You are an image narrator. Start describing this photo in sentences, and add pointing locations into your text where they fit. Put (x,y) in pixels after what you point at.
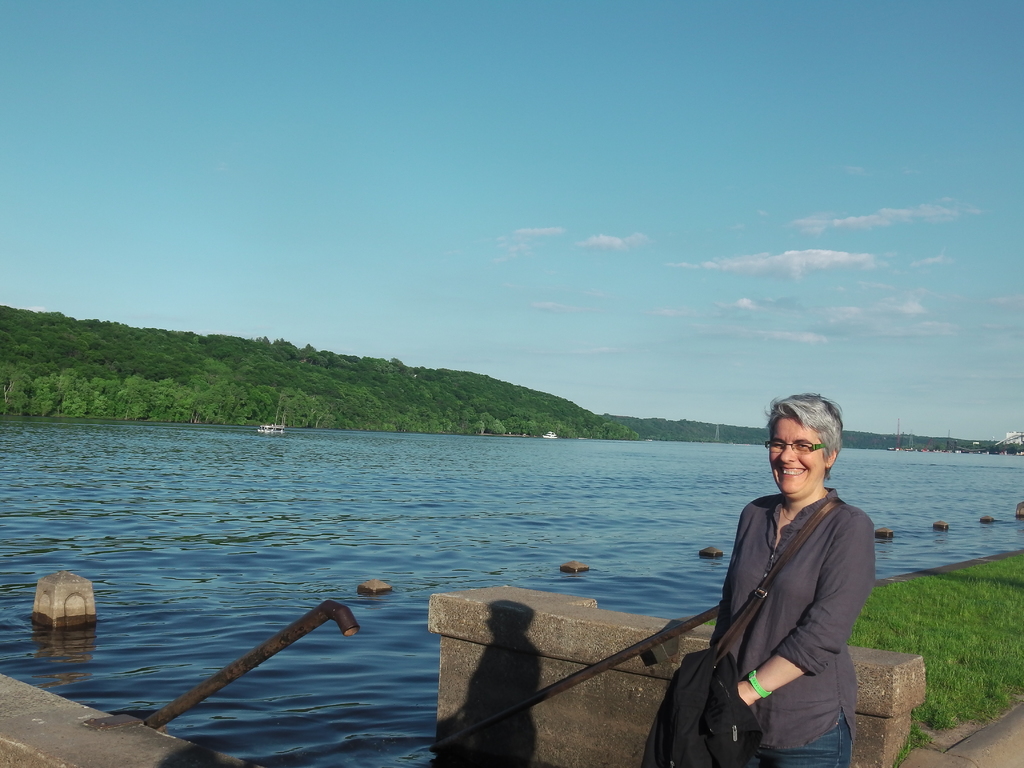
In this image we can see a person (813,434) and the person (759,713) is wearing a bag (725,667). Behind the person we can see a wall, poles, water (378,460) and grass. In the water (409,513) we can see boats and pillars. Behind the water (401,473), there are groups of trees (468,388). At the top (654,220) we can see the sky (485,247).
